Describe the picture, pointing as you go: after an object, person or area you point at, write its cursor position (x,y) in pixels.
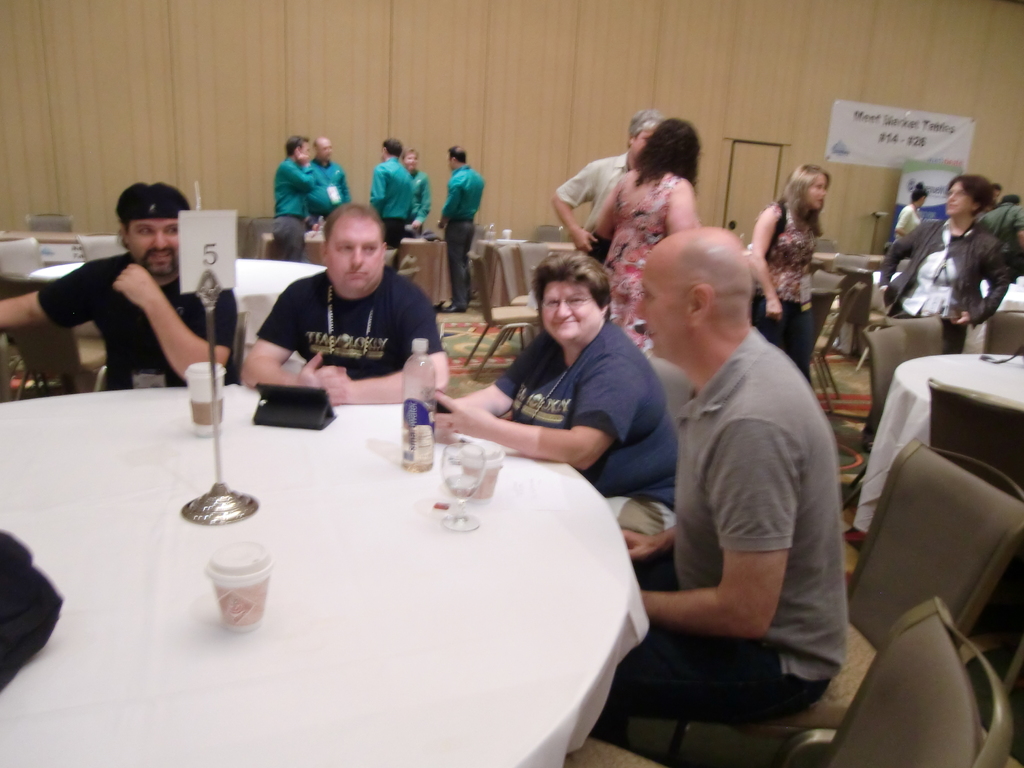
In this picture there are some people (167,204) who are sitting around the table (356,519) on which there are some cups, glasses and also there are the people (916,190) standing beside them.
